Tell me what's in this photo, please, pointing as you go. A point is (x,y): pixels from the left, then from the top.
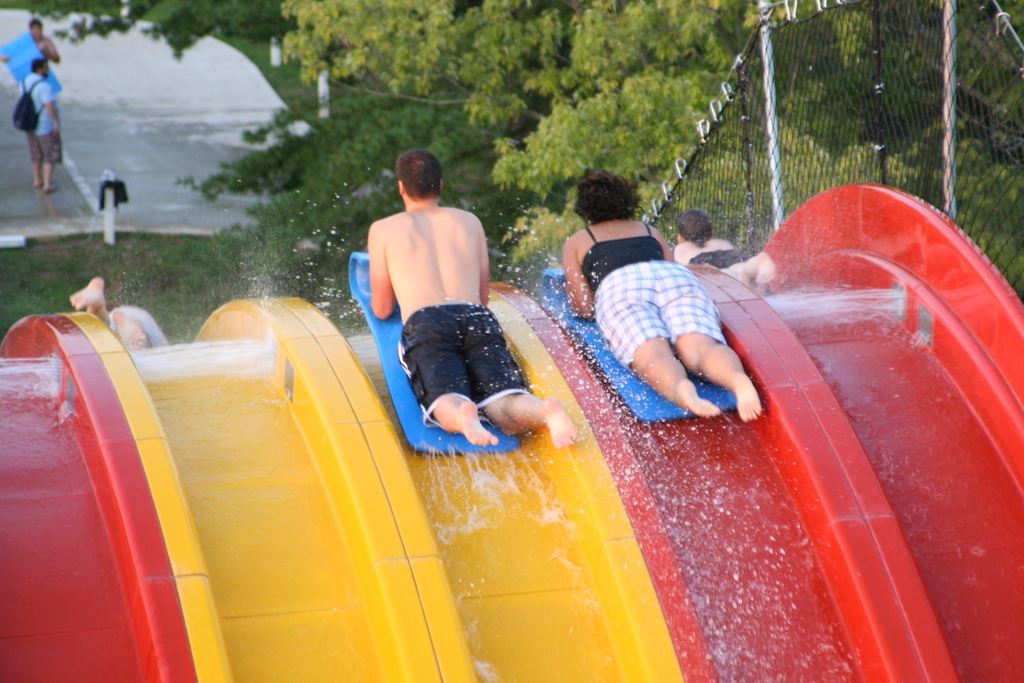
In this image there are two persons (658,376) with the swimming boards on the slides (353,436), and there are trees (523,256), wire fence (950,9), two persons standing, grass (34,285).
